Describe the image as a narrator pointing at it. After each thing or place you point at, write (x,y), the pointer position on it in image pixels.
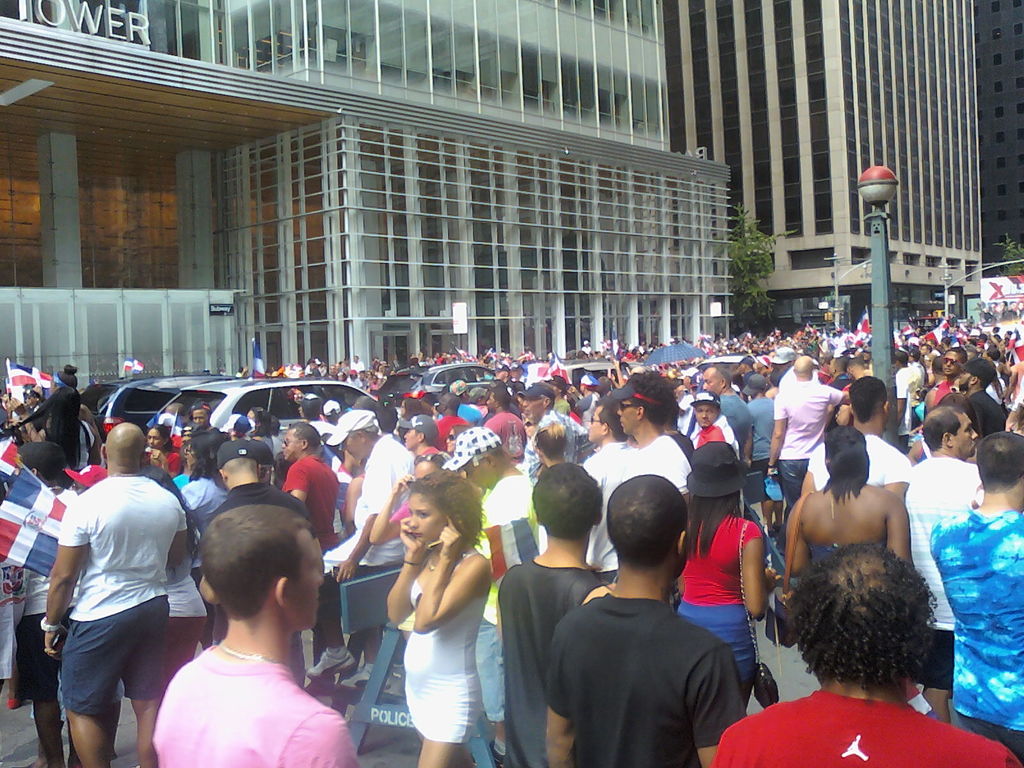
In this image we can see people (472,422) standing. There are cars (106,404). In the background of the image (300,333) there are buildings (596,287).
